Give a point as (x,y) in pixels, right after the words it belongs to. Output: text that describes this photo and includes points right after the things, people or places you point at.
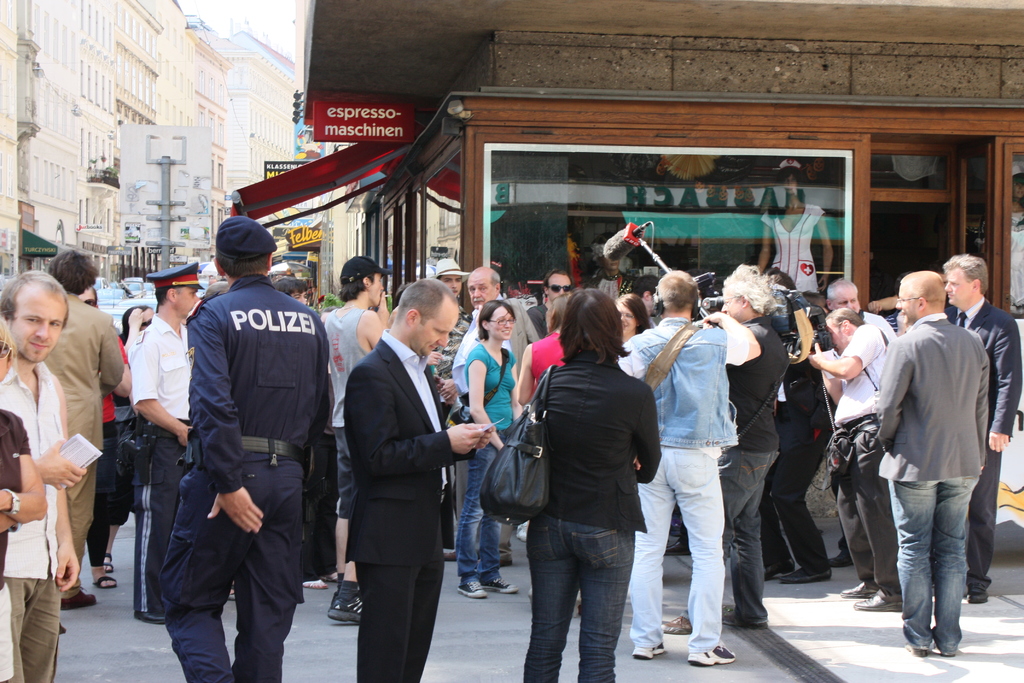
In the image I can see some people (568,427), among them some people (765,314) are holding somethings and around there are some buildings (281,252) to which there are some boards (129,208) and also I can see some poles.
